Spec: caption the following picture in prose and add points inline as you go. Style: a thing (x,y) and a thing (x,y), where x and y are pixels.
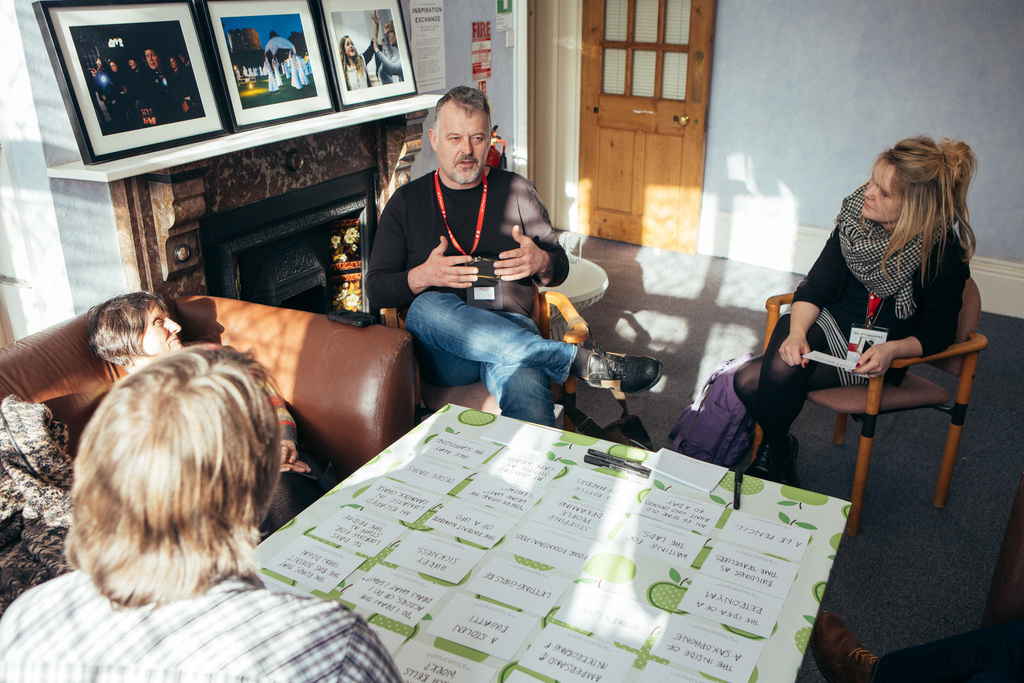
In this image, we can see a table (621,637), there is a person (286,469) sitting on the sofa (283,376) on the left side (148,367), there is a man (497,356) and a woman (810,292) sitting on the chairs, in the background (306,109) we can see some photos (290,105), we can see a wooden door (654,125) and a wall (867,103).
